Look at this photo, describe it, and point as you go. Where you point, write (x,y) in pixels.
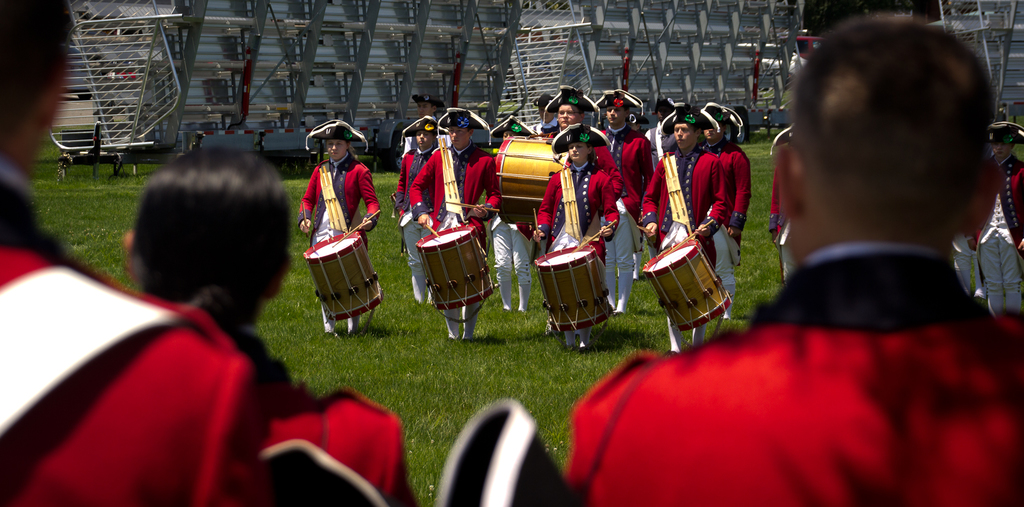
In this image I see people (786,205) who are on the grass (361,366) and most of them are holding the musical instruments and I can also see few people (67,472) over here too.
